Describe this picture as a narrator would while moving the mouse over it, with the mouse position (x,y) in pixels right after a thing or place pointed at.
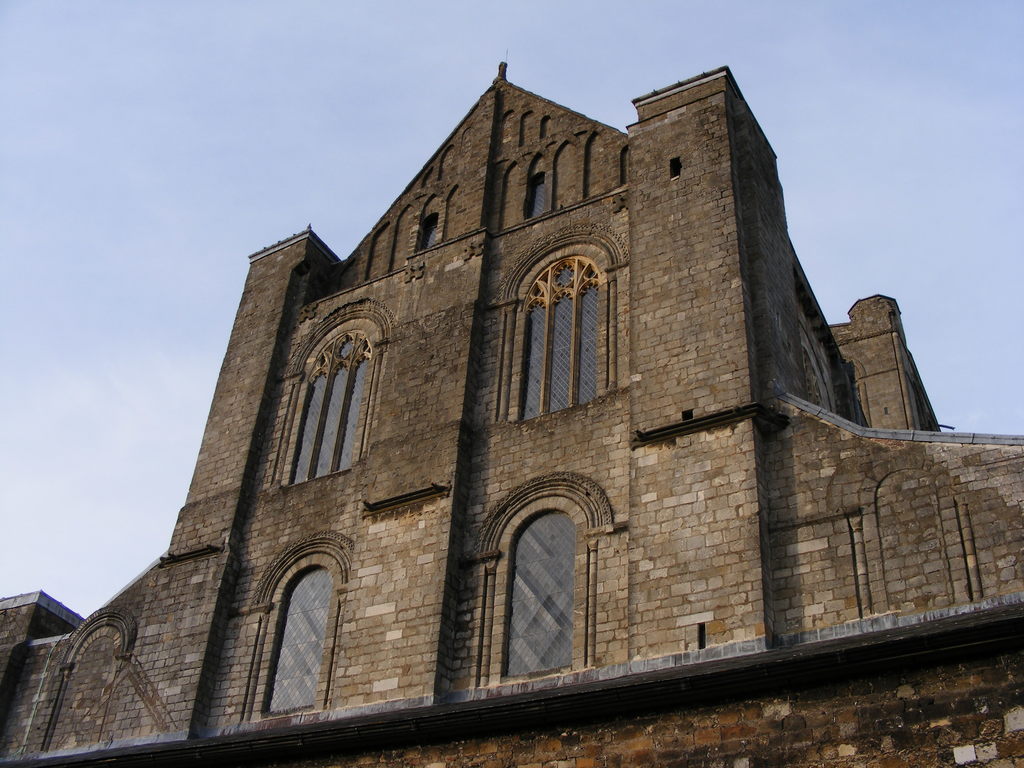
In this image I can see the building (453,585) with windows (542,596). In the background (430,106) I can see the sky (428,87).
